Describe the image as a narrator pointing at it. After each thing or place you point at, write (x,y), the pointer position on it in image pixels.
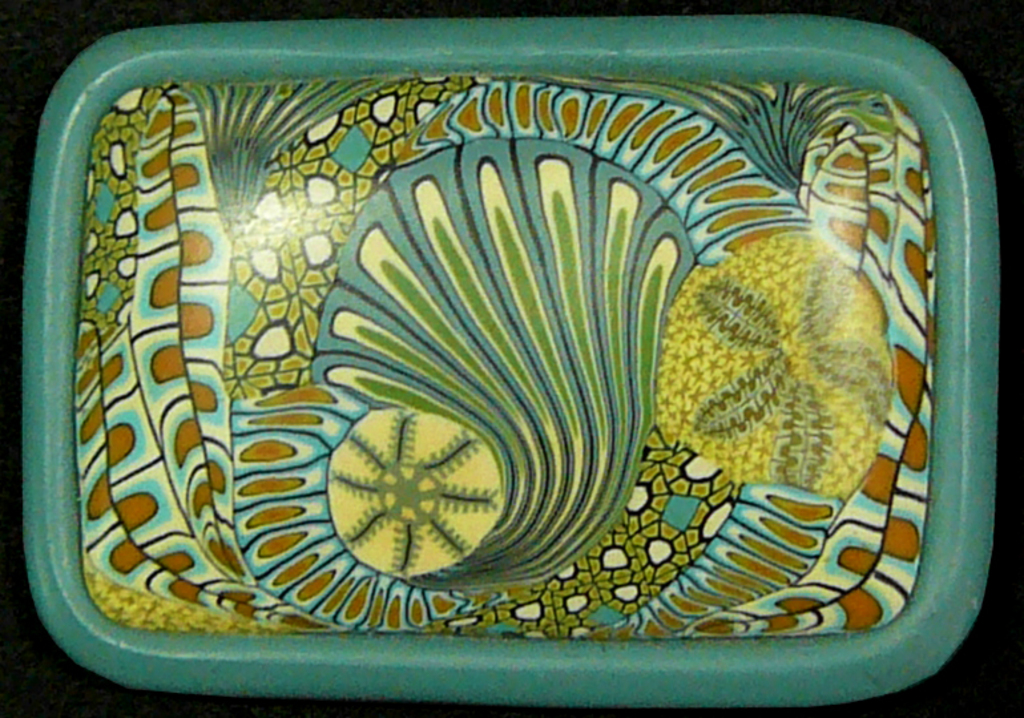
In this image we can see an object (253,66) looks like a tray (512,443) with some design (524,388).
